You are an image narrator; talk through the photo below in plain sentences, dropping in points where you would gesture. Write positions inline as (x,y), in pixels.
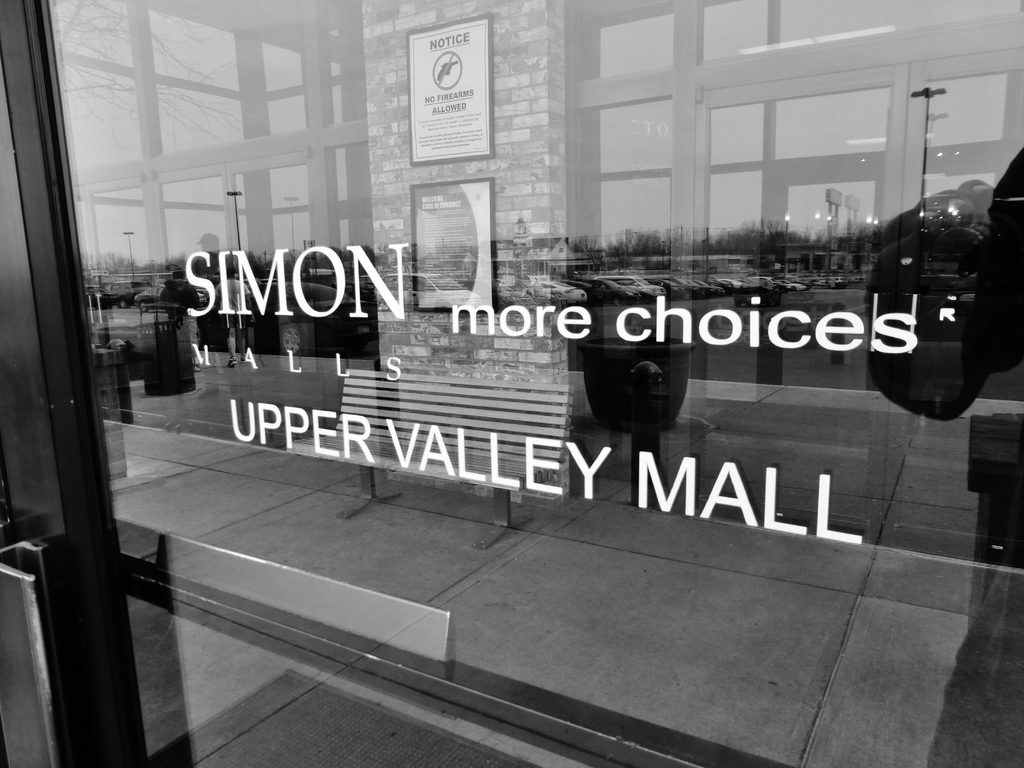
In the foreground of this picture (301,285) we can see the text (586,315) on the glass (824,258) which seems to be the door (362,579) and we can see the reflections (371,330) of some other objects (171,329) and reflections (218,360) of group of persons (175,304), cars (152,301), poles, street lights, vehicles (827,276) and many other objects (1005,476) and we can see the text (445,106) on the frames (479,93) hanging on the wall (515,141) and we can see a bench (489,480) and many other objects (180,366).
